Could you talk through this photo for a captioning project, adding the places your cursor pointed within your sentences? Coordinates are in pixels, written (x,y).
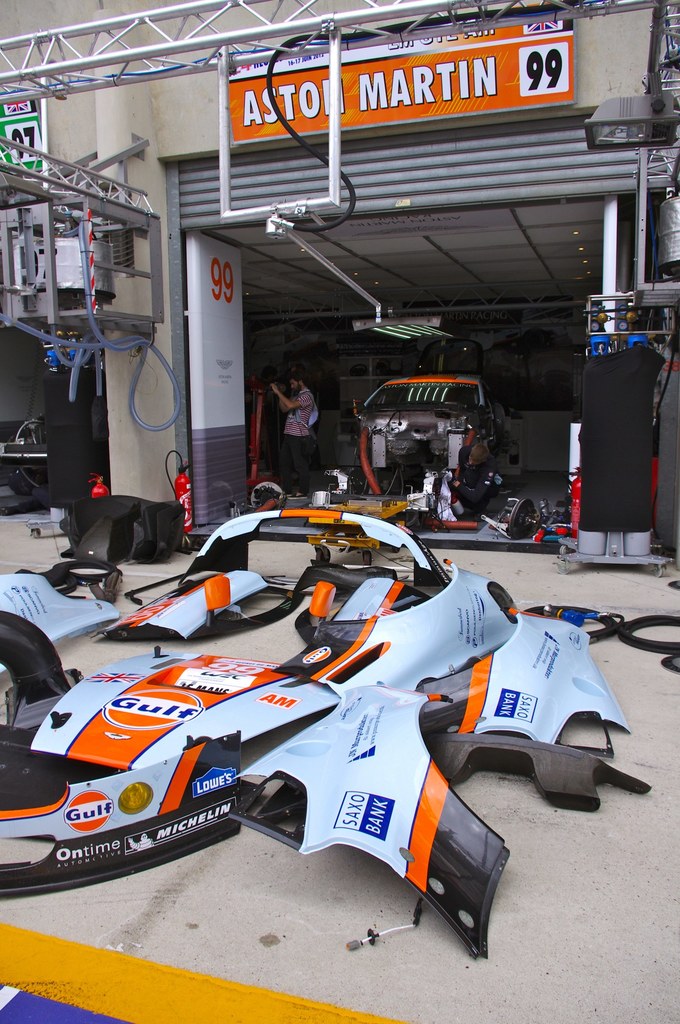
These are the body parts (306,657) of a car (365,671), which are kept on the ground (583,830). Here is a person (303,430) standing. This looks like a car (419,389). I think this is an auto garage (558,480). I can see a name board (451,79), which is attached to the poles (649,46). This looks like a machine (81,308).
